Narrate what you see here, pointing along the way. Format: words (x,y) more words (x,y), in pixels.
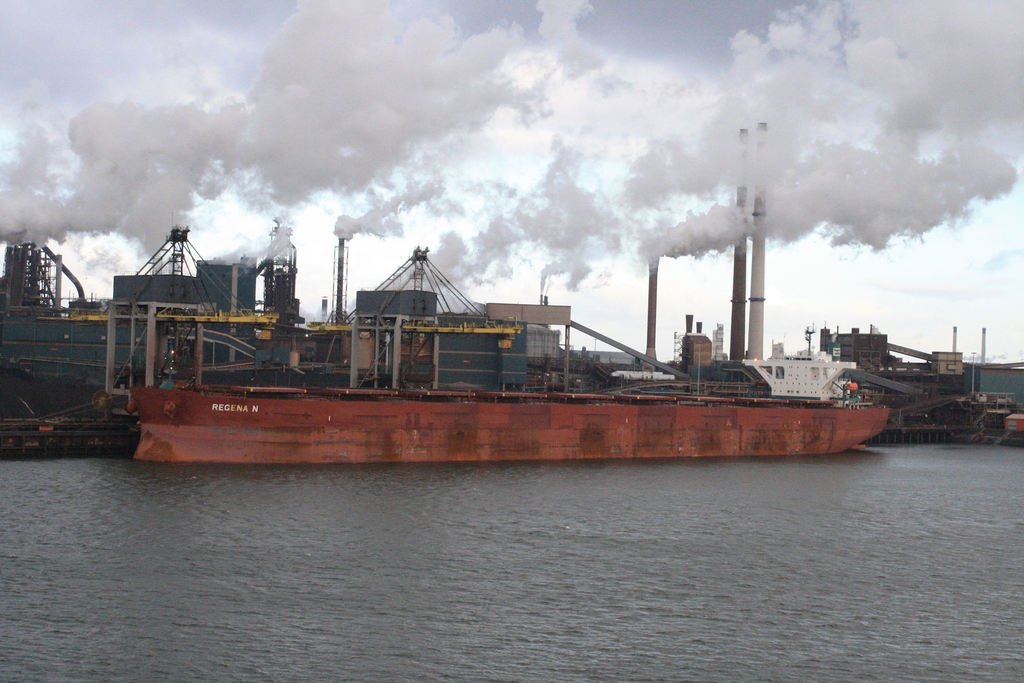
In this image I can see a ship (577,451). This ships (506,439) is in white, brown and grey color. This is on the water (461,544). In the background (280,189) I can see the smoke (555,234), clouds (472,169) and the white sky (314,248).
